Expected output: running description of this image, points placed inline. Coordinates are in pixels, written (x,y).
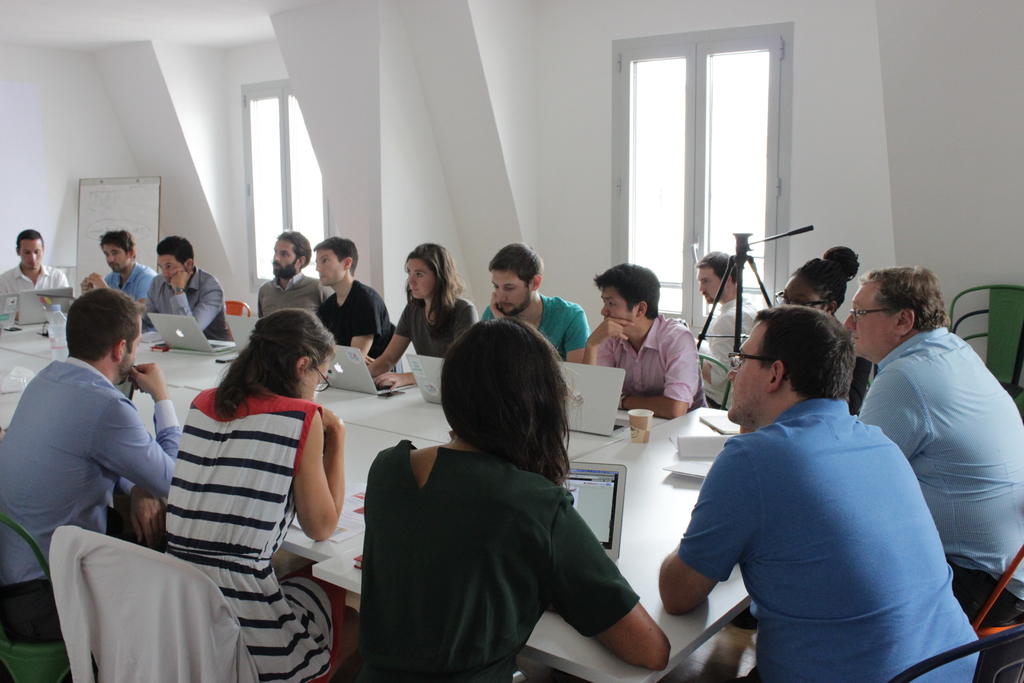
In this image there are few people (902,627) sitting around a table (684,499). There are few laptops (160,321) on the table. At the left side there is a board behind the person (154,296). At the background (764,29) there are two windows (627,155) to the wall (873,171).
